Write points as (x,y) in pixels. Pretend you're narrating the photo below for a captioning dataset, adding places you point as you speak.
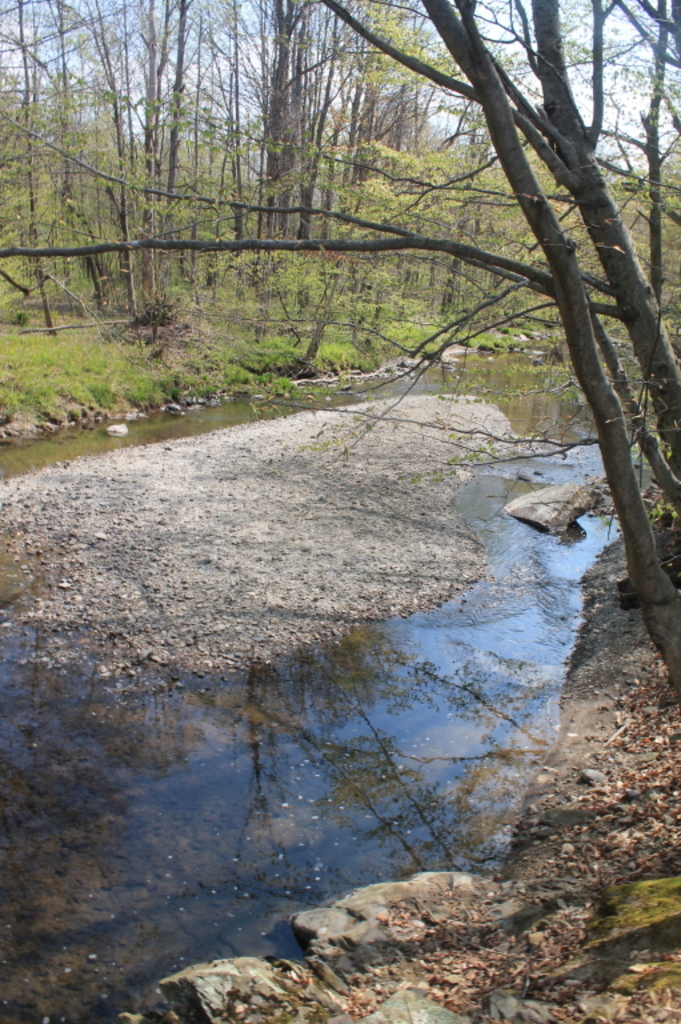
These is a picture of a forest (274,101). As we can see there are many trees (87,190) and grass (288,339) and plants (255,292). These is a flowing water stream (439,388). The sky (613,35) is in white color. The grass (110,359) is in green color. There are stones (465,892).
